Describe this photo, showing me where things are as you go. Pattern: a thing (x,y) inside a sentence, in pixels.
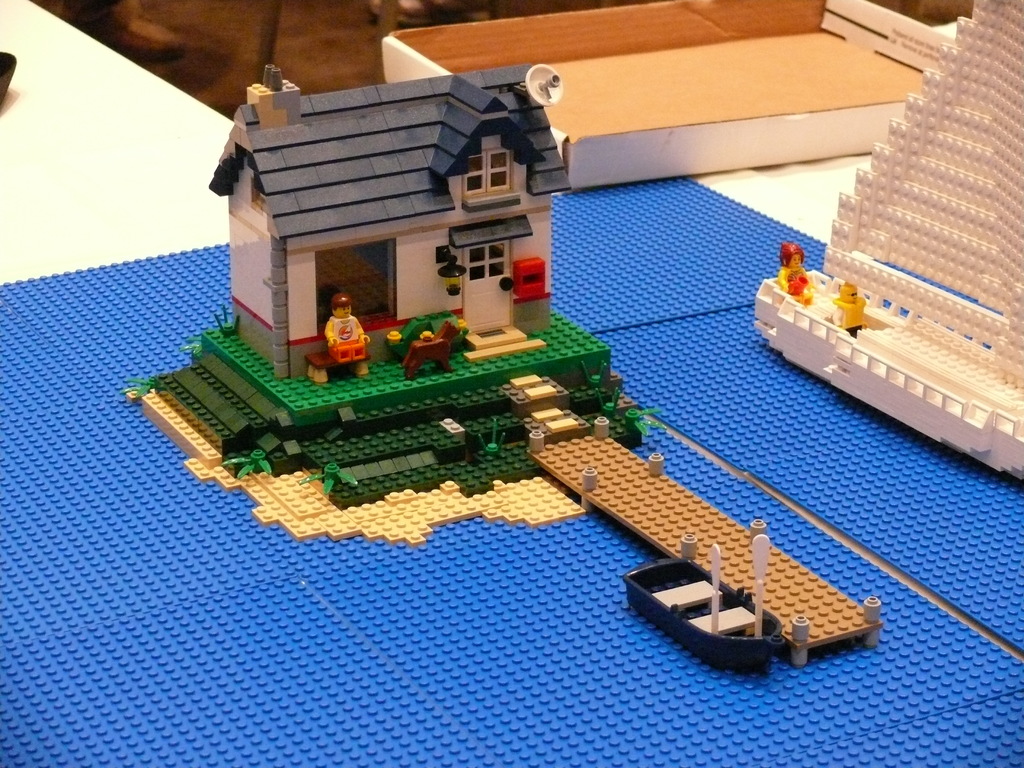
This picture shows a toy (512,171) made by building blocks game (724,312) on the table (750,192).
